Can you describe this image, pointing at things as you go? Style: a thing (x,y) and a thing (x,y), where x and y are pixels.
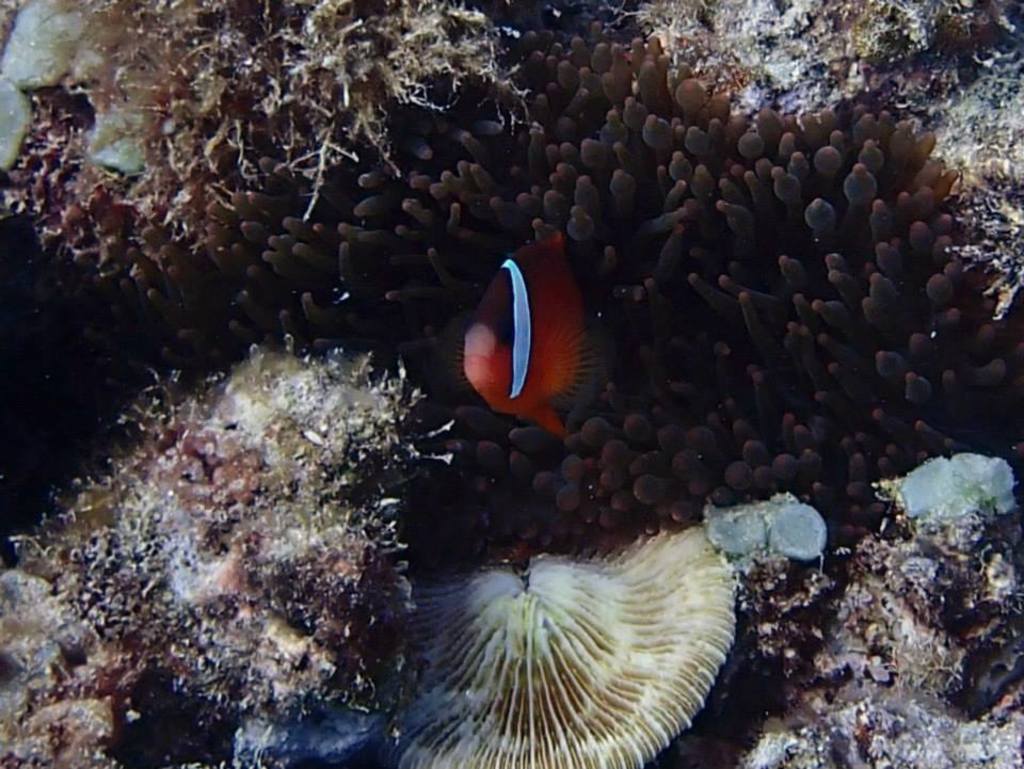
In this image we can see coral reefs (326,500) and a fish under the water (465,371).
